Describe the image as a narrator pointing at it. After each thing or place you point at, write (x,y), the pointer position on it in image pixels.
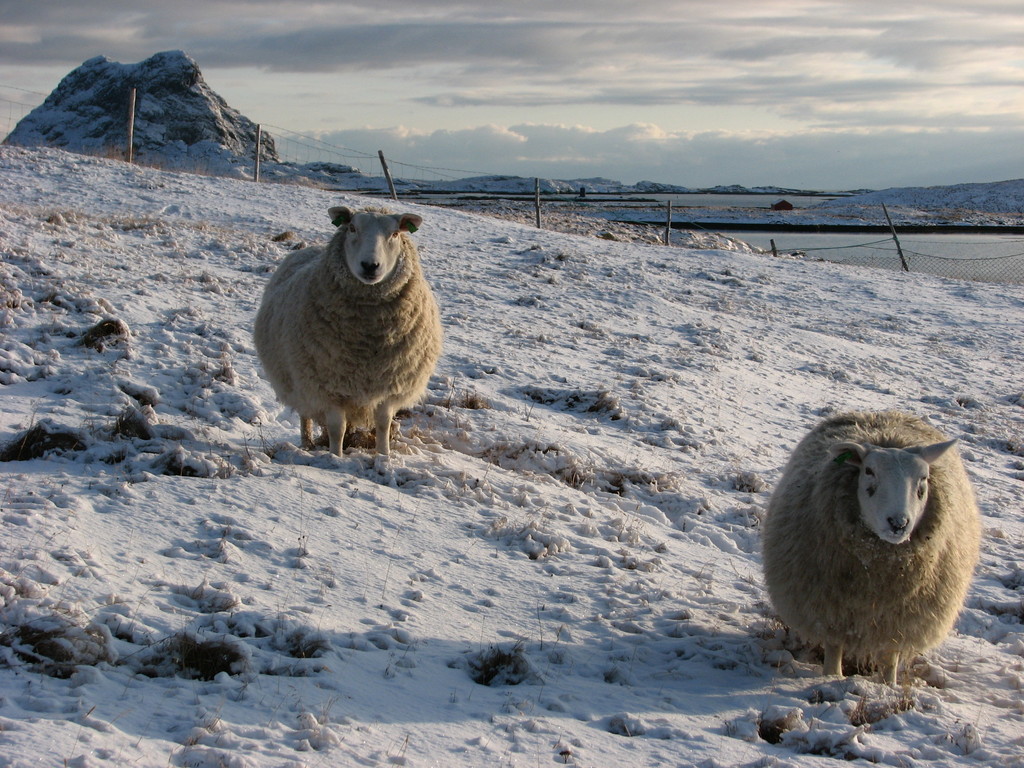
In this picture we can see couple of sheep (871,538) on the ice (588,420), in the background (966,277) we can see net (1007,277), few poles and hills (118,92).
